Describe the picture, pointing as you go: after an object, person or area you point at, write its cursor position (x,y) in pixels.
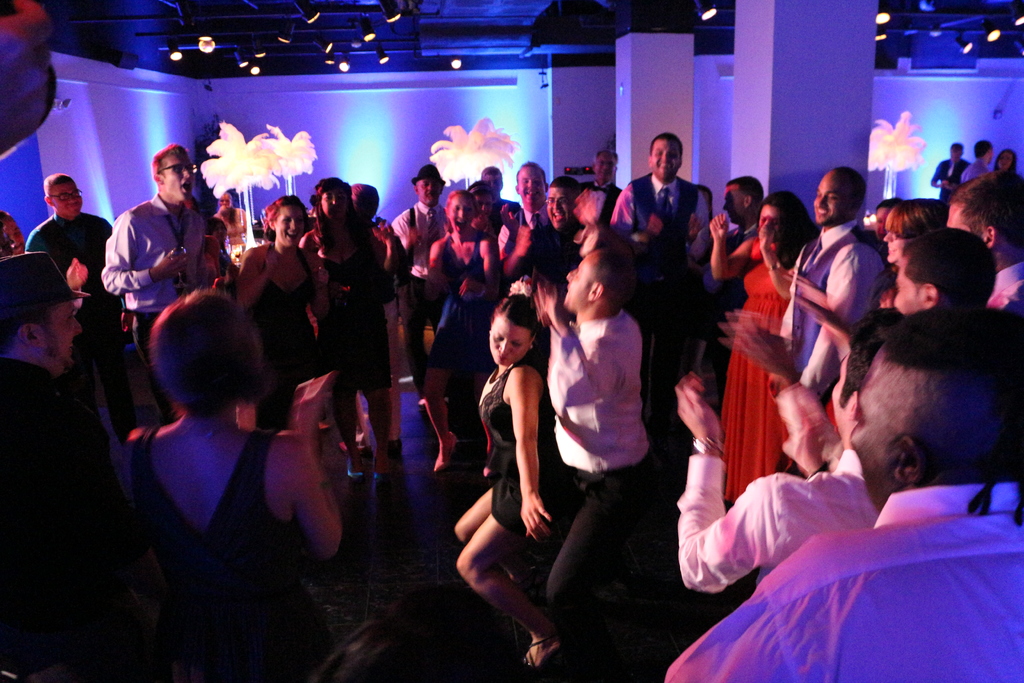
In this image we can see a group of people (744,290) standing on the floor (647,575). One person (180,231) is wearing spectacles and holding a glass (182,254) in his hand (167,262). In the background (663,118), we can see some pillars (815,112) and dome lights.
